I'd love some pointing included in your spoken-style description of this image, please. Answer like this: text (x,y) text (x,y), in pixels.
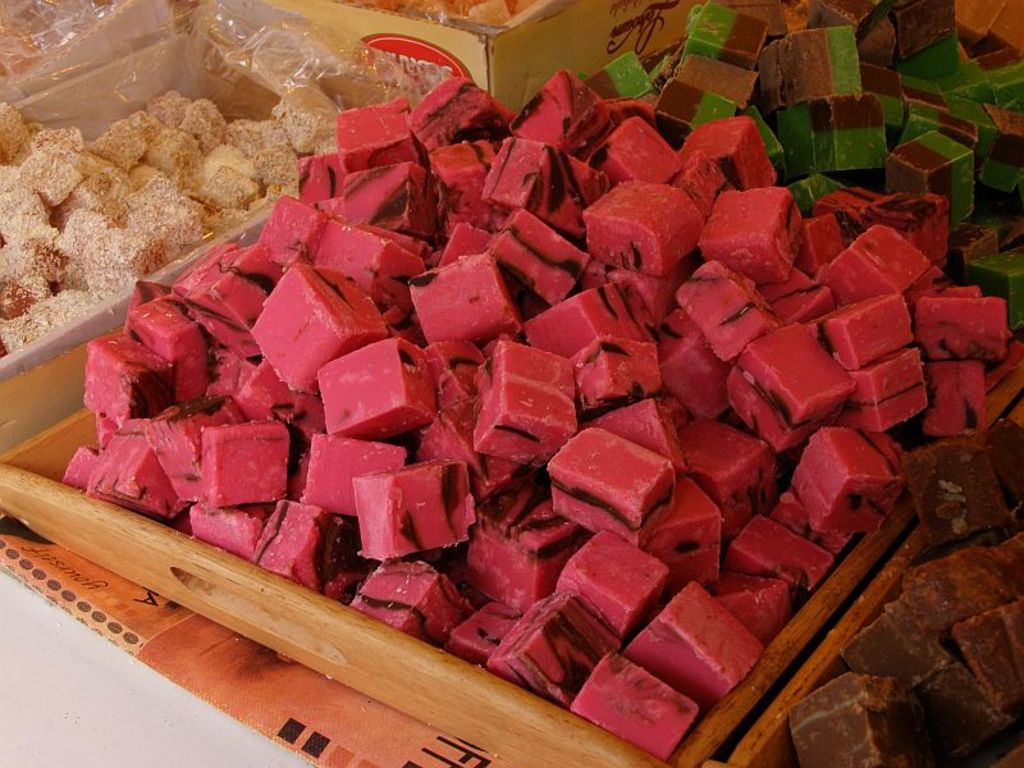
In this picture, we see the boxes (341,40) containing the sweets (309,117). Beside that, we see a wooden tray (262,573) containing the sweets (502,502). These sweets (444,394) are in red, brown, green and white color.
